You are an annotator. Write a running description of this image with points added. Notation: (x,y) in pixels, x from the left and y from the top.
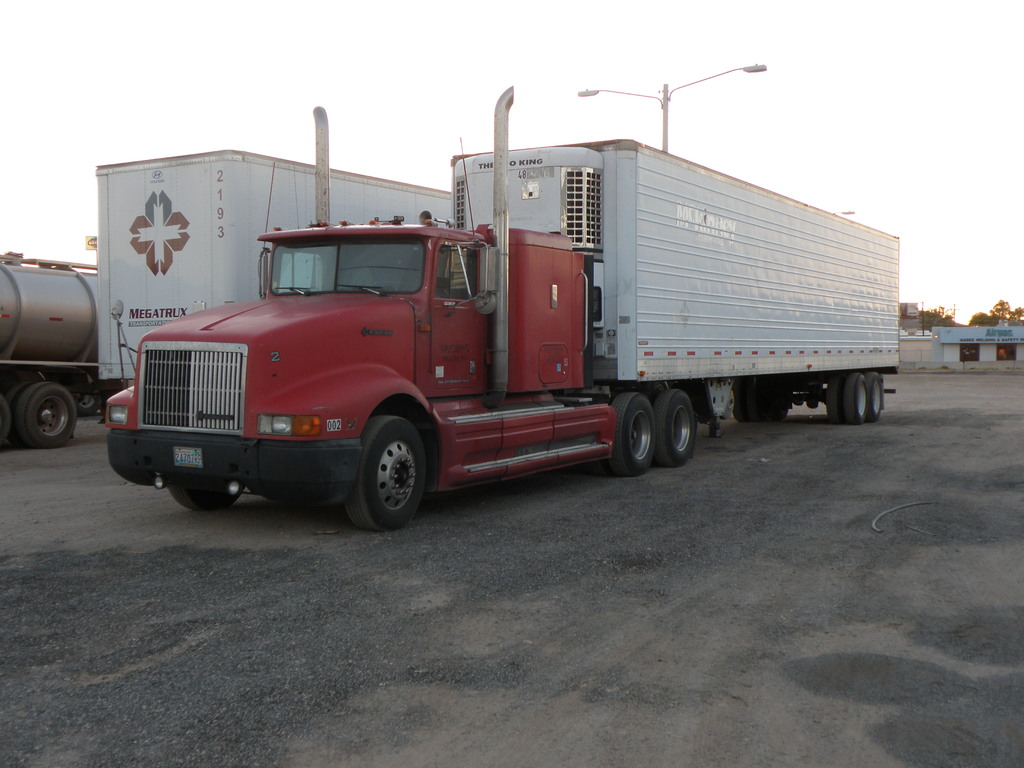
In this image I can see few vehicles (348,370). In front (783,352) the vehicle (464,364) is in white and red color. In the background (1001,312) I can see few light poles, trees (936,322) in green color and the sky (462,32) is in white color.
